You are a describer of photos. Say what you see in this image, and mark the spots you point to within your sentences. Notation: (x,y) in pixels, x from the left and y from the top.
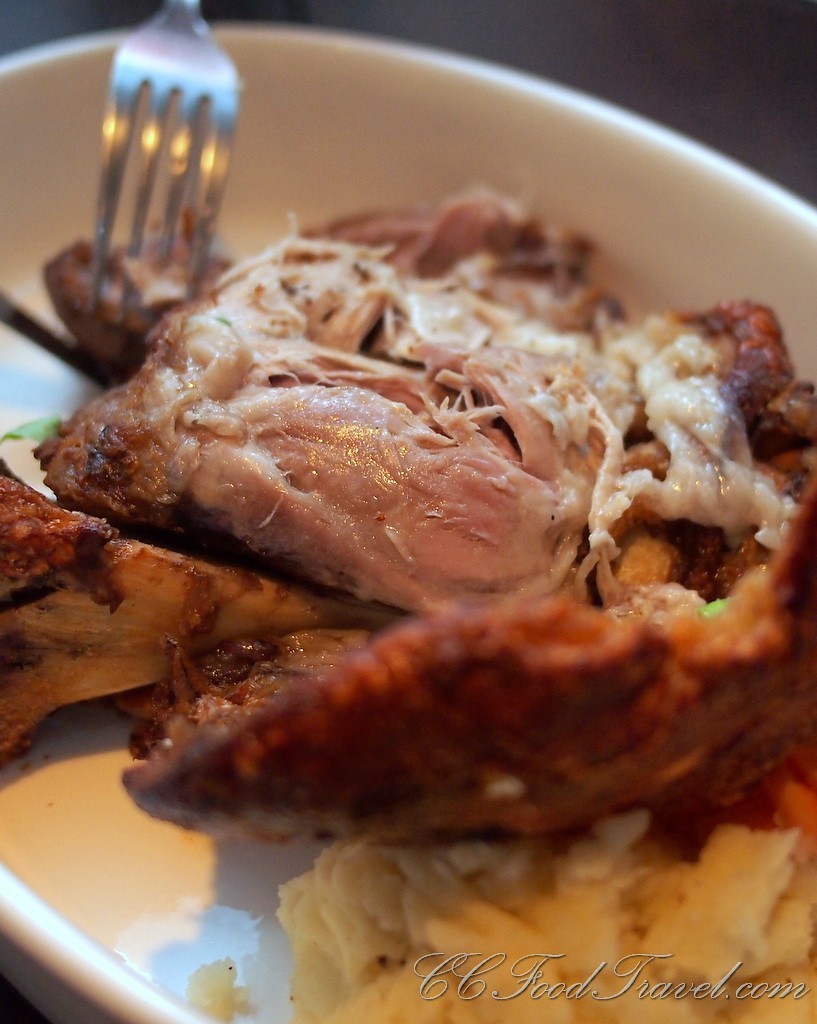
This image consist of food (398,522) which is in the center (389,534) on the plate (188,845) and there is a fork (184,148).
